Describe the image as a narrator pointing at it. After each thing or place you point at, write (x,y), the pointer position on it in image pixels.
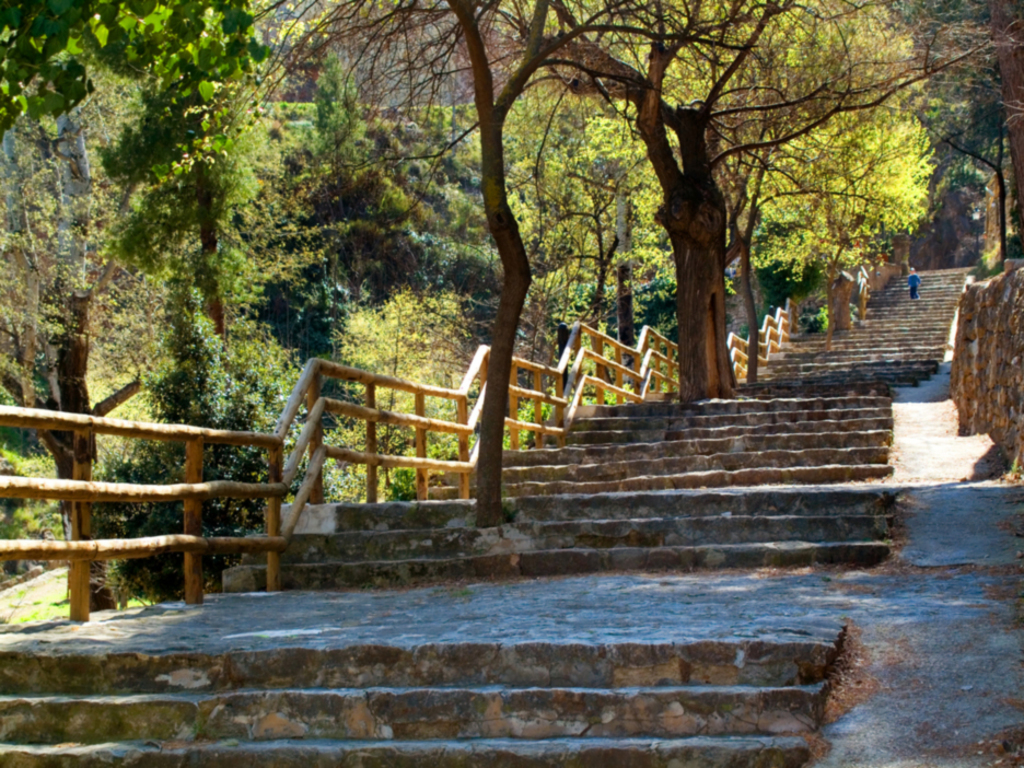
Here I can see many stairs (756,494) and railing (562,384). On the stairs (908,295) I can see a person (913,285) is walking. In the background (731,220) there are many trees (316,177).
